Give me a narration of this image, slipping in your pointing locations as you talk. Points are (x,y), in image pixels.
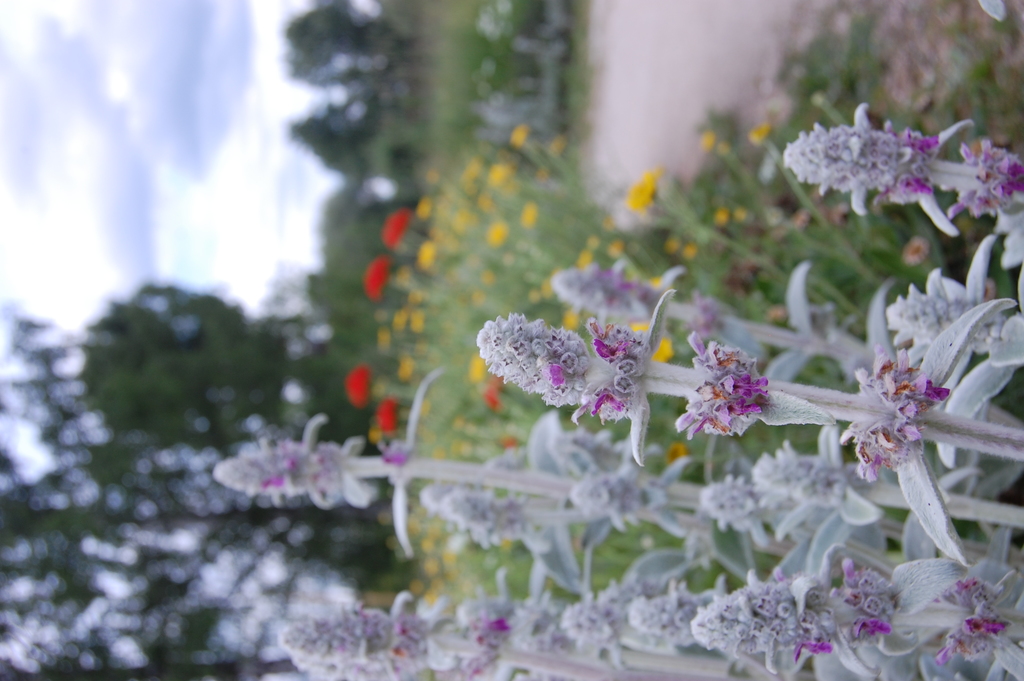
In this image can see plants (641,406) and there are flowers (576,383). In the background (187,401) there are trees (307,79) and sky (177,116).
